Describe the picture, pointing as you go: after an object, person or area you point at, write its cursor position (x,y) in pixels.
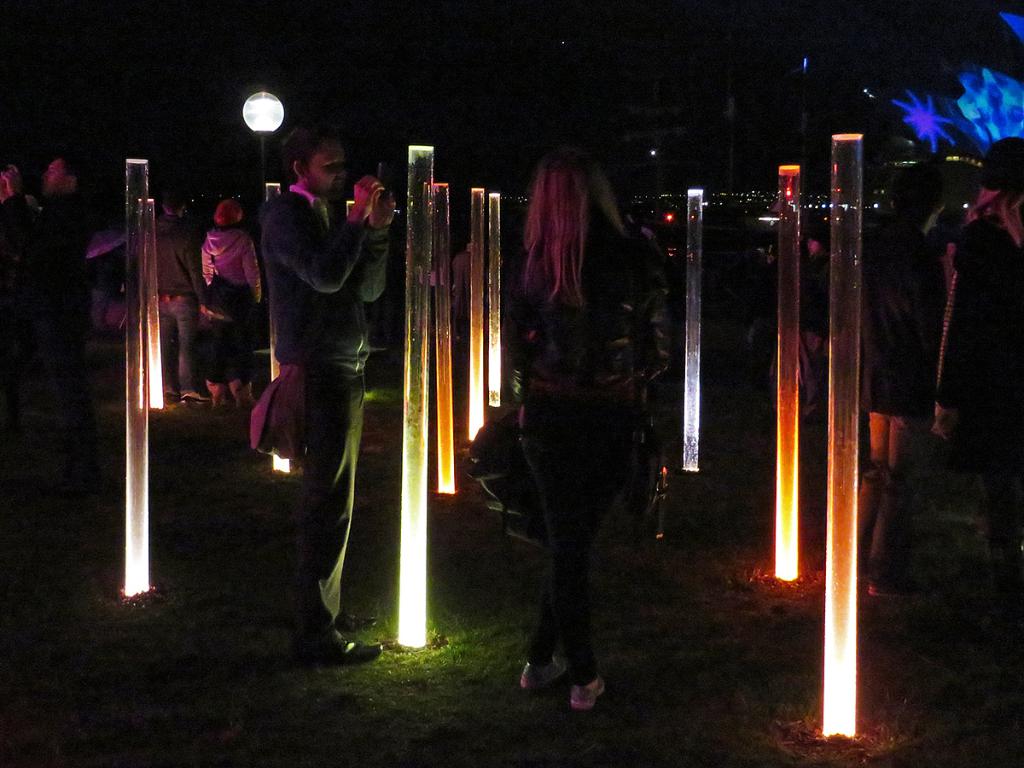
In this image I can see the group of people (81,447) standing. To the side of these people (50,293) I can see the lights (136,513). And there is a blue and black background (575,43).
